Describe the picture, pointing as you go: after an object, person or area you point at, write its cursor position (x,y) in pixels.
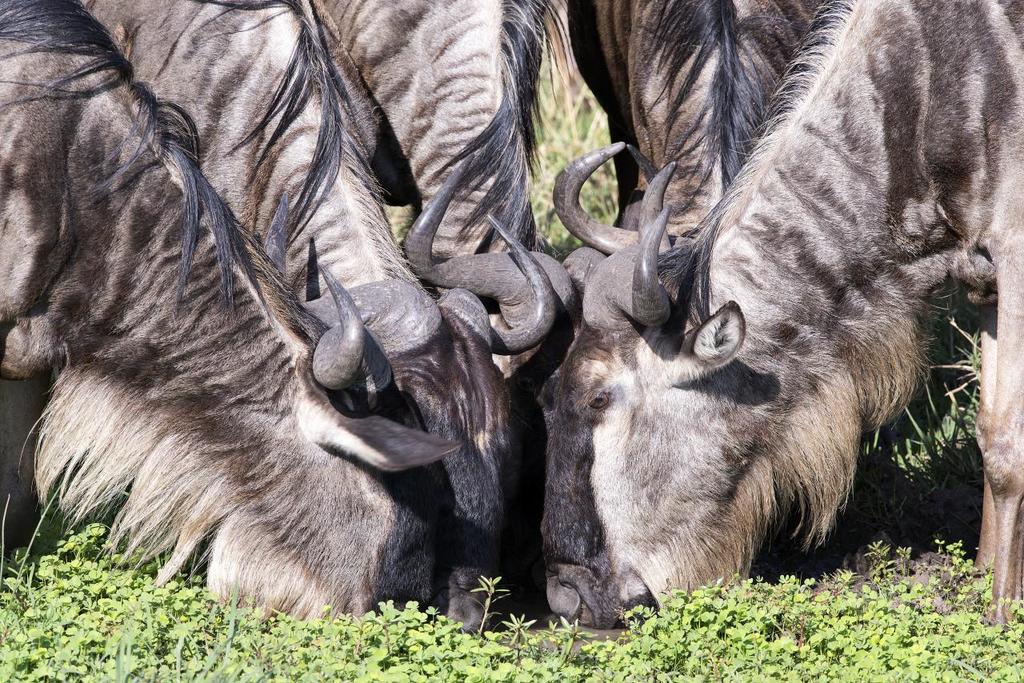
In this image we can see some animals (269,432) drinking water (544,627) on the ground (885,608), some small plants (593,658) and some green grass (544,124) on the ground (296,641).
